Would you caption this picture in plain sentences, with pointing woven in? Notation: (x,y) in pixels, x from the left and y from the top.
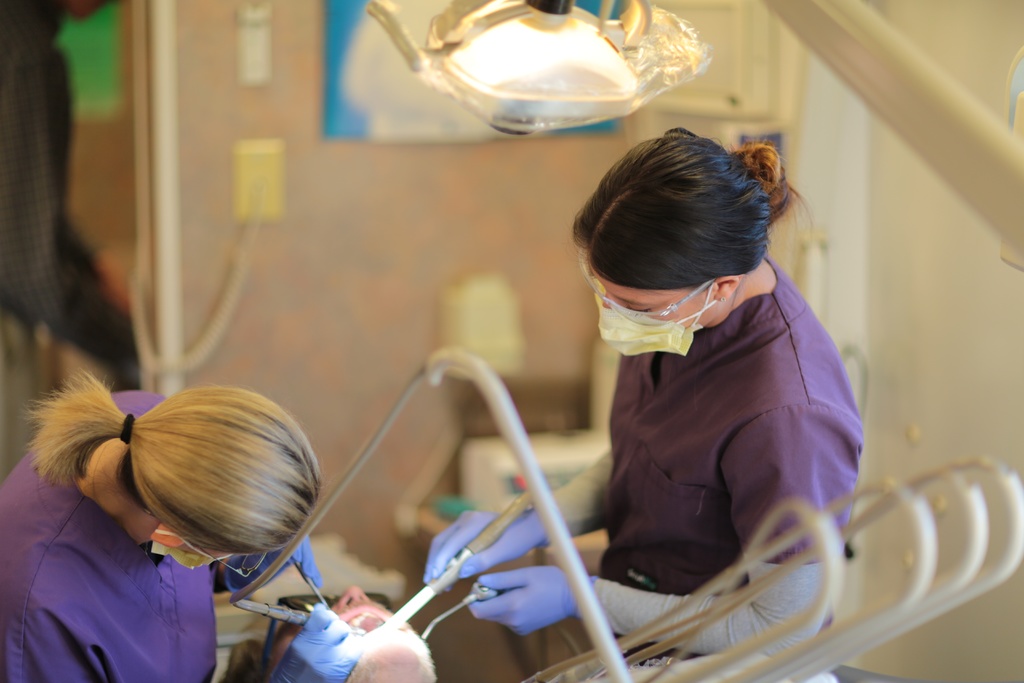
On the left side (163,479), there is a woman (152,526) in violet color dress (63,609), holding some objects (290,615) and giving treatment to the person (414,678). On the right side (780,379), there is another woman (630,159) who is in violet color dress (635,436), holding objects (426,633) with both hands (511,552) and giving treatment to the person (360,620) and there are pipes (542,488). Above them, there is a light (609,30) attached to the stand (907,50). And the background (860,193) is blurred.
